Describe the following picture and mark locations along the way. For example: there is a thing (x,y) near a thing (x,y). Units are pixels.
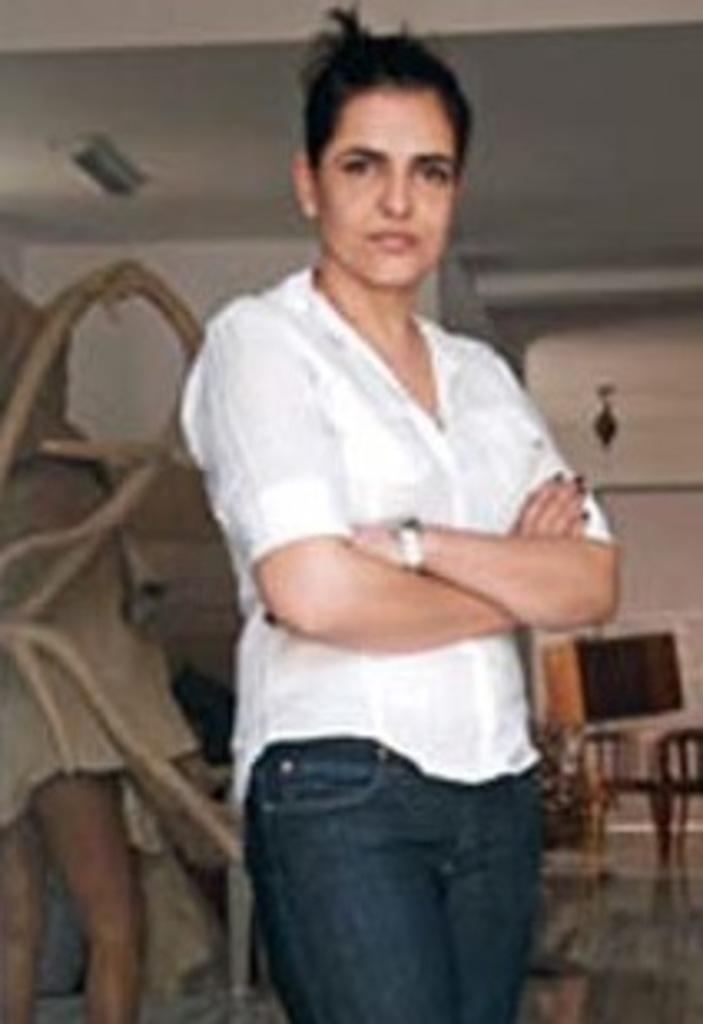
In this picture we can see a woman (393,114) standing and in the background (98,467) we can see some objects (681,732), ceiling (178,119) and the wall (691,422).
